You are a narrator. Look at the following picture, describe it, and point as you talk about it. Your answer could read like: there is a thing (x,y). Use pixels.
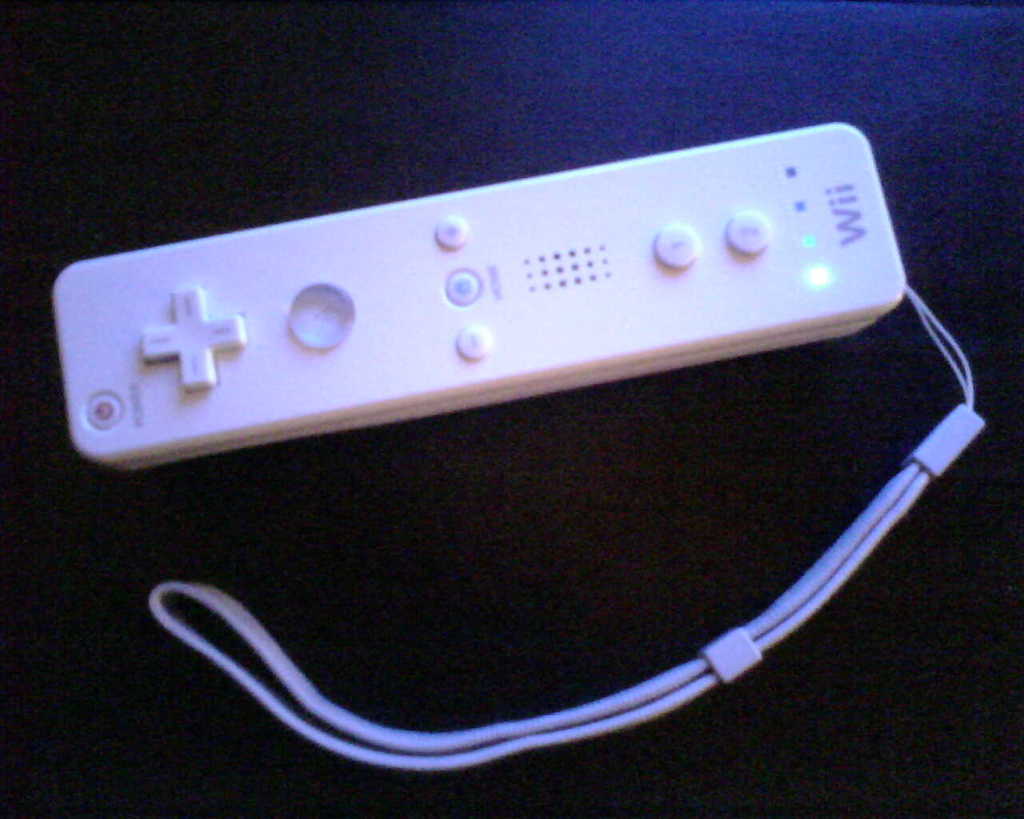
In this image in front (523,181) there is a remote (518,253) on the black color surface (545,69).
